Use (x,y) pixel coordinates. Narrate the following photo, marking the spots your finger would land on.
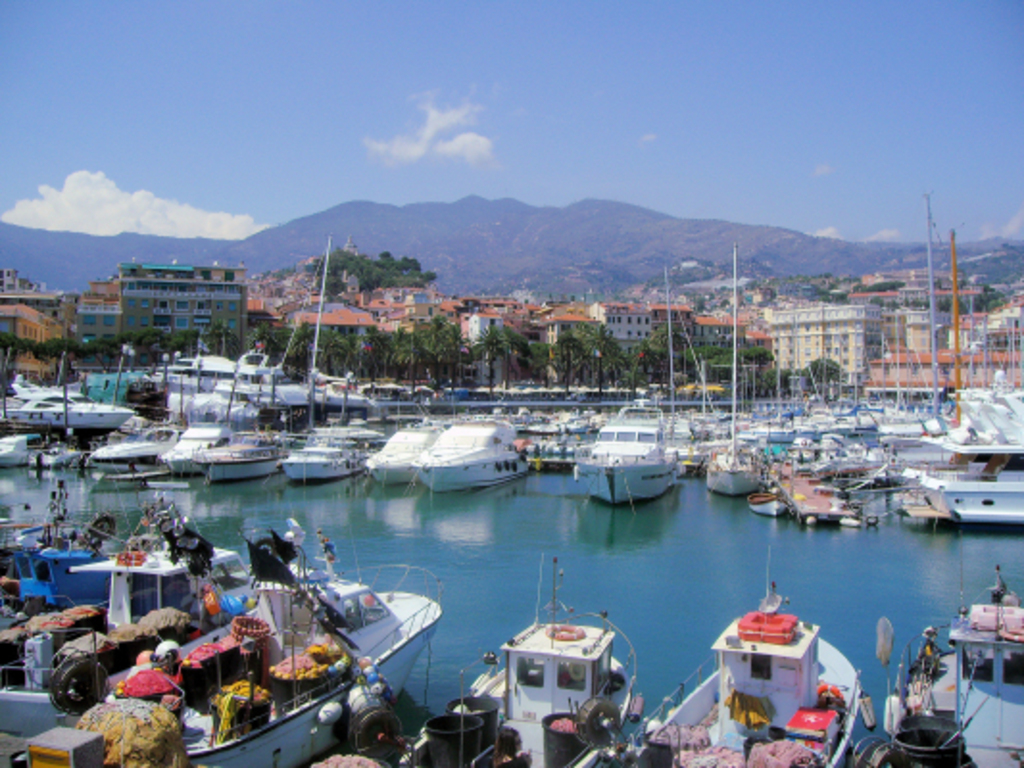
In this picture I can see few boats (71,425) in the water (627,622) and I can see buildings (401,323), trees (657,350) and I can see hill (415,250) and a blue cloudy sky (797,131).
